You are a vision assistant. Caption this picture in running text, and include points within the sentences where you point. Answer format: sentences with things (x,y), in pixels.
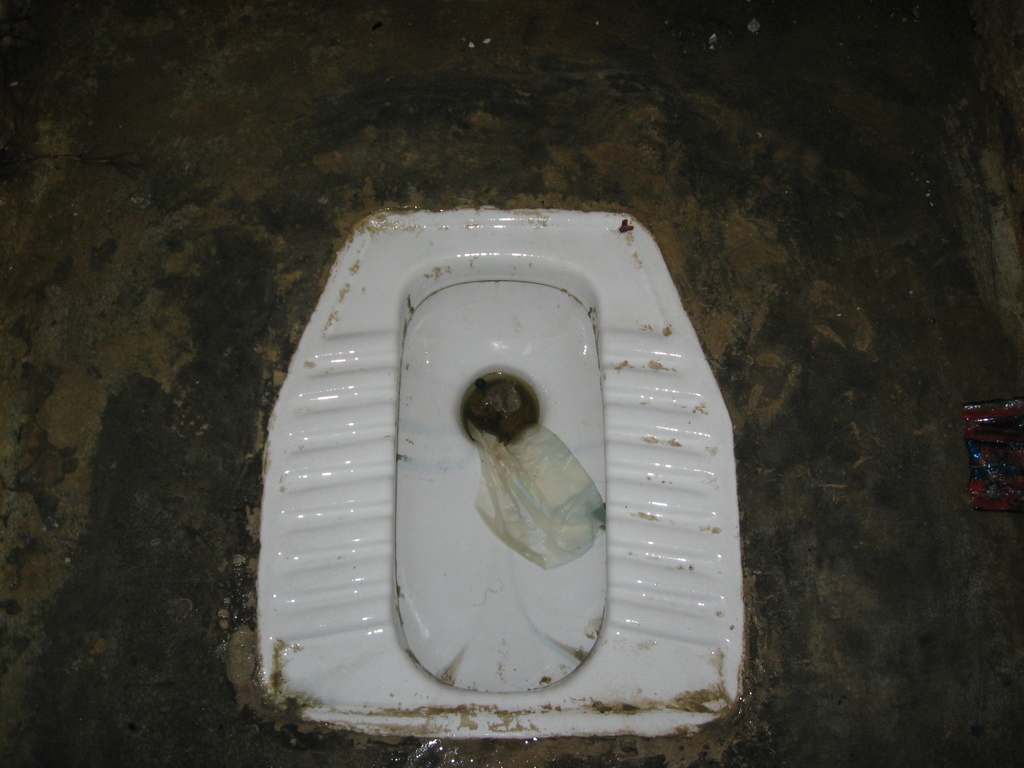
In this image, we can see a toilet seat (647,569) and tissue (530,518). Surroundings of a toilet (655,539), we can see surface (127,279). Right side of the image (1002,465), we can see a cover (994,453).
